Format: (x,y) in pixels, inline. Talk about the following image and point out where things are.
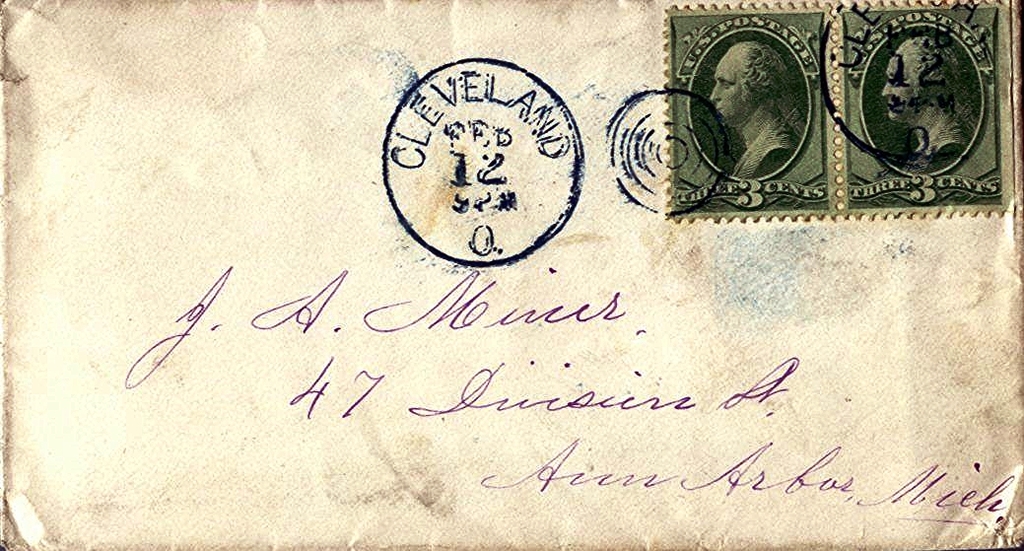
In the image we can see a paper (917,328), on the paper (753,224) there are two stamps (744,56).
